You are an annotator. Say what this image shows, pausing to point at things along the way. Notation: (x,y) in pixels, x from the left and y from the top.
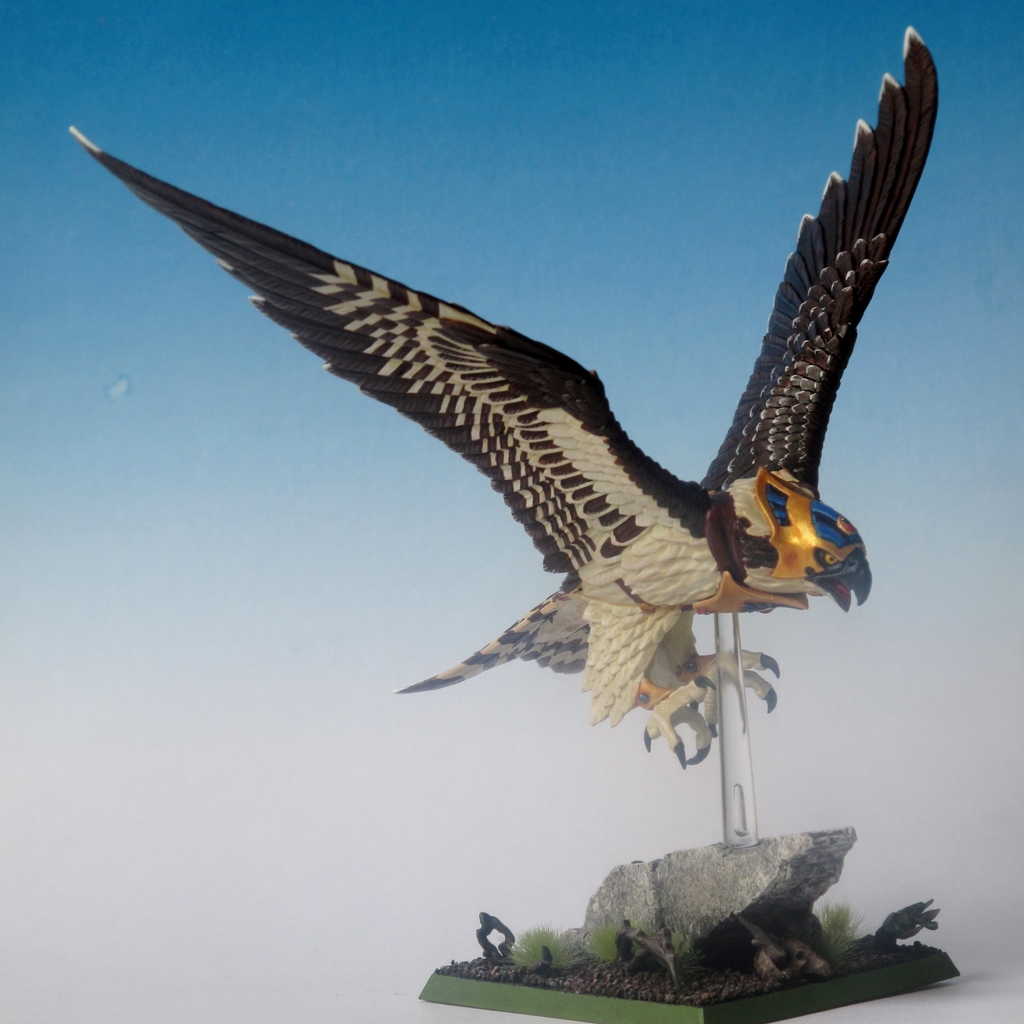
In this image I can see a toy of a bird (384,327) which is black, cream, gold and blue in color. I can see a rock (770,868) and some grass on the ground (694,984) below it. I can see a white and blue colored background (202,748).
